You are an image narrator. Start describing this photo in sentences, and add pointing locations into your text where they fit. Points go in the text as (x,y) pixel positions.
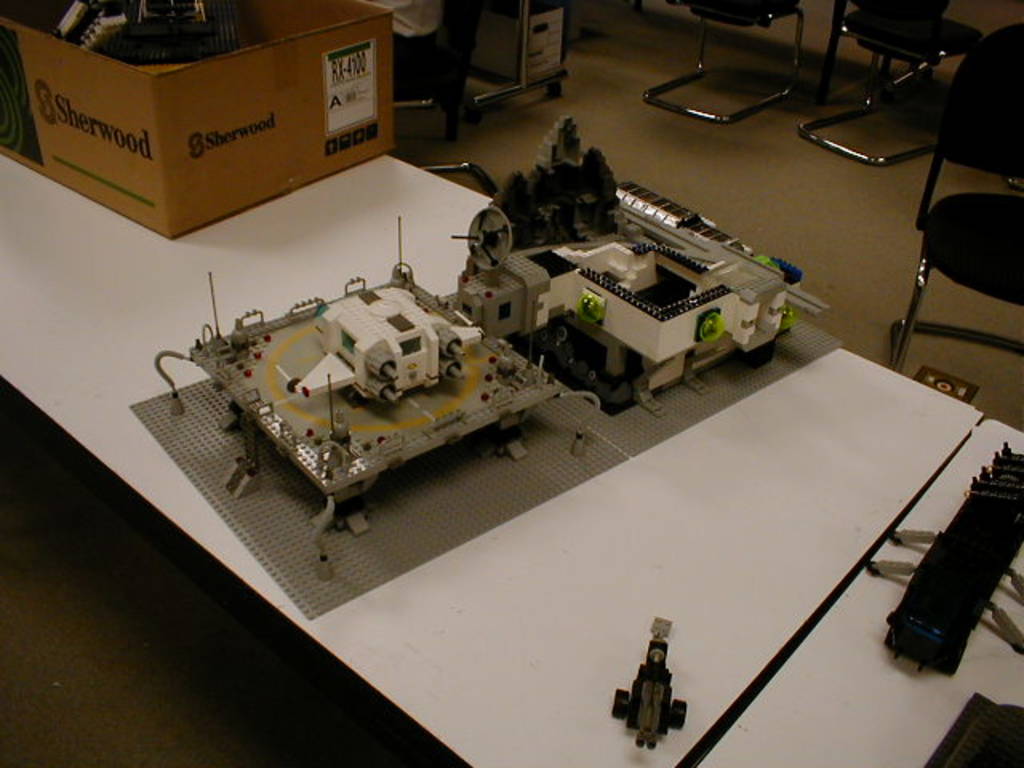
In this image there is a device (463,426) kept on a table (623,557) in middle of this image (566,392). there are some chairs (882,155) at top right corner of this image (970,210) and there is a box (254,121) kept on a table (709,559) at top left corner of this image (168,81). There is a table (554,642) at bottom of this image (676,630) is in white color.
